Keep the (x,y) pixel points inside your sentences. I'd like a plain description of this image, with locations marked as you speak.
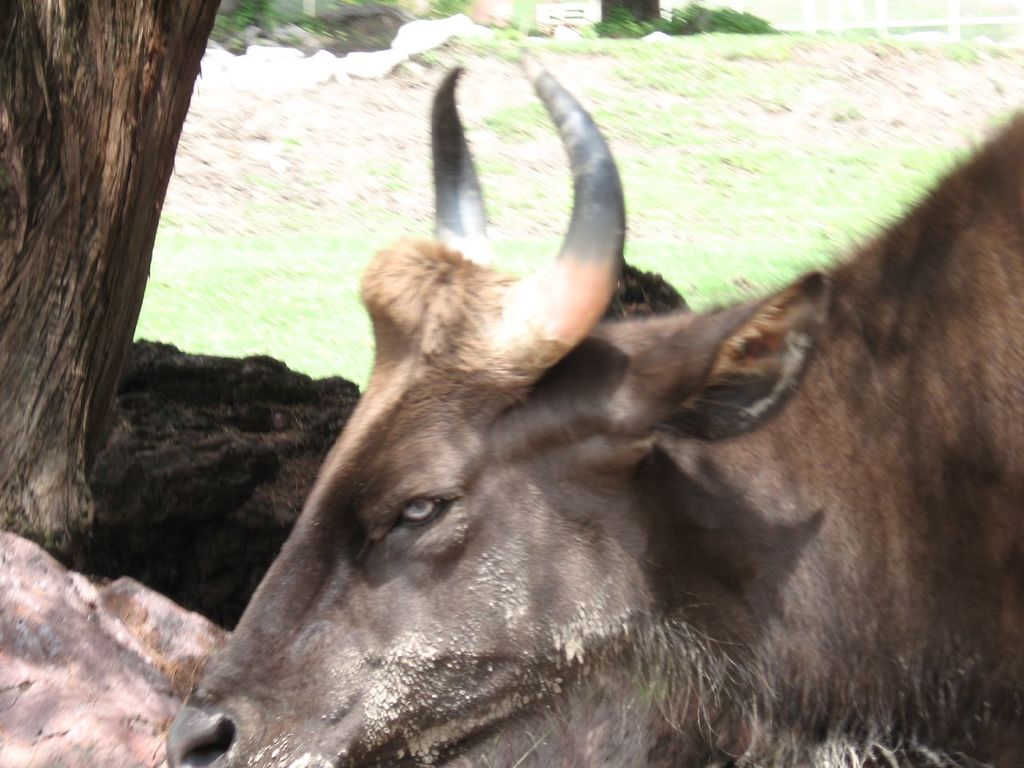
In the image we can see the buffalo (680,515), tree trunk (98,186), grass (686,253) and the image is slightly blurred.
